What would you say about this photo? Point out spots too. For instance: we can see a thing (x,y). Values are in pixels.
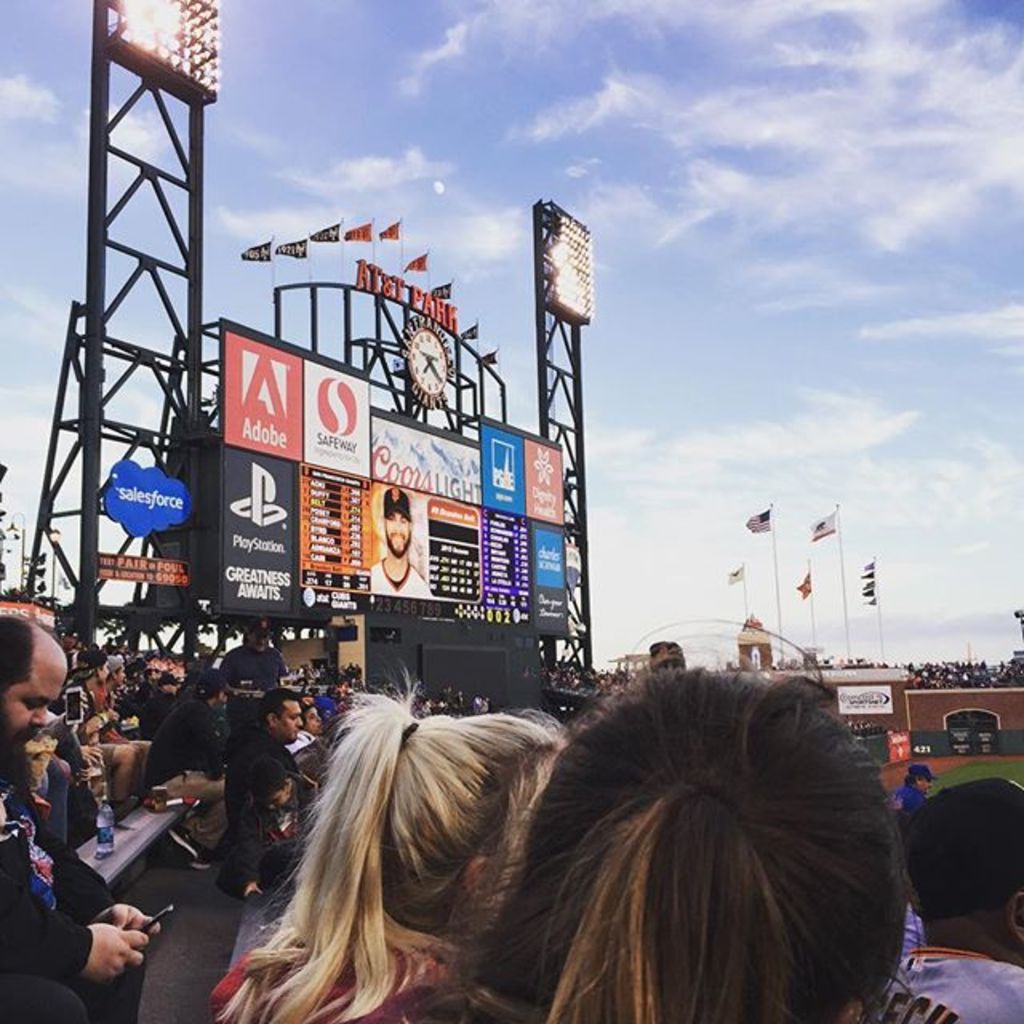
In this image there are persons (383,800) sitting and there are boards (346,477) with some text (377,450) written on it, there are flags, there are light stands (139,264). In the background (912,706) there is a wall (928,710) and there is a board (959,743) with some text (958,739) written on it and we can see clouds (762,185) in the sky (545,175). In the front (25,787) there is a person (36,847) sitting and holding a mobile phone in his hand (118,915).
